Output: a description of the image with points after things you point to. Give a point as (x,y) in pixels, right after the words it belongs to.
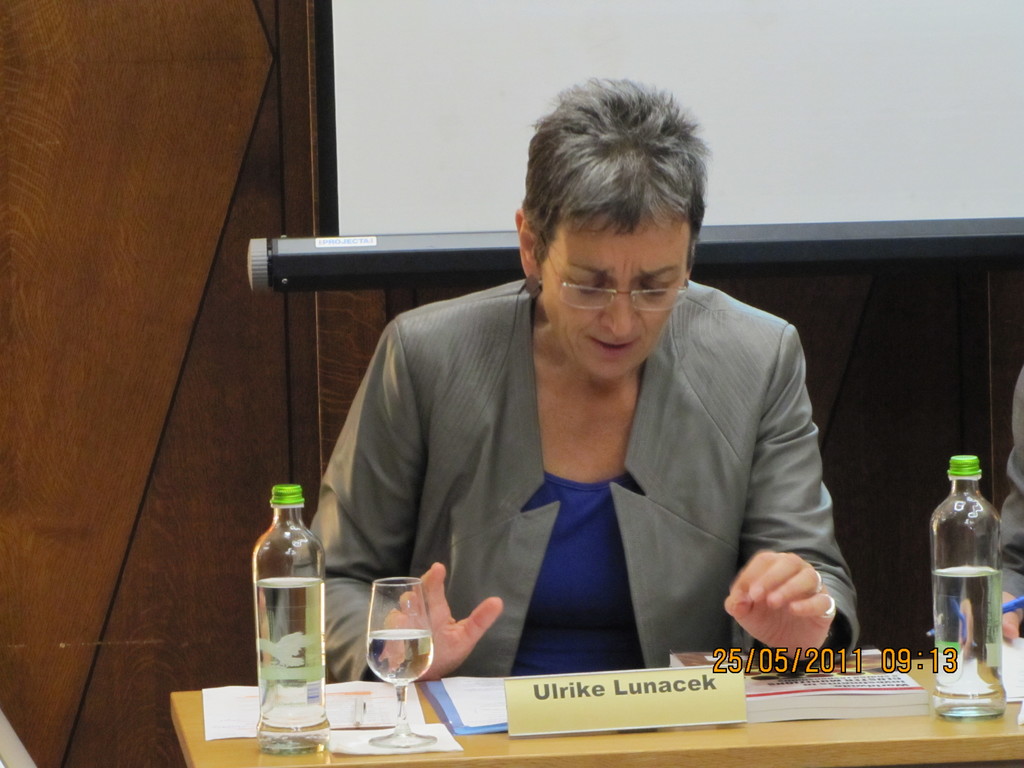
A lady (573,510) is sitting wearing a specs (624,291). And there is a table (689,731). On the table (791,730) there is a name plate (535,684) glass bottle (287,616) and some papers (459,704). In the background (261,205) there is a wooden wall (183,264).
